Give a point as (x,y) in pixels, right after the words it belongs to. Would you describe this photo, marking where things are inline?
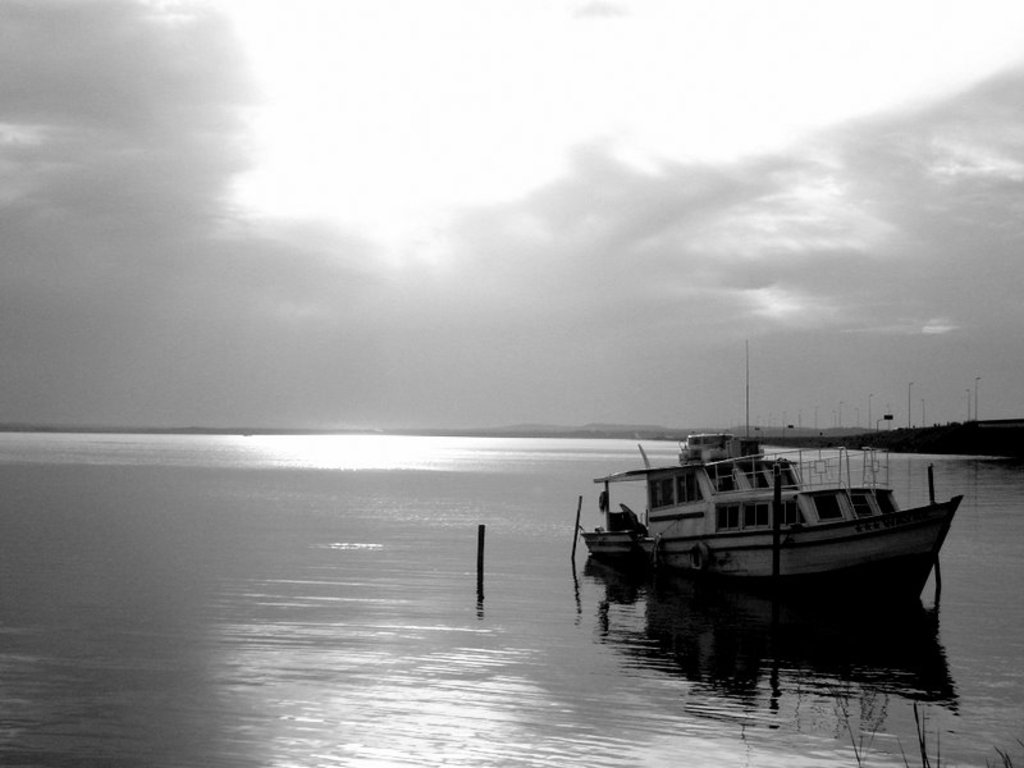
This is a black and white picture, in this image we can see a boat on the water (514,559), there are some poles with lights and in the background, we can see the sky (969,327) with clouds (834,391).
